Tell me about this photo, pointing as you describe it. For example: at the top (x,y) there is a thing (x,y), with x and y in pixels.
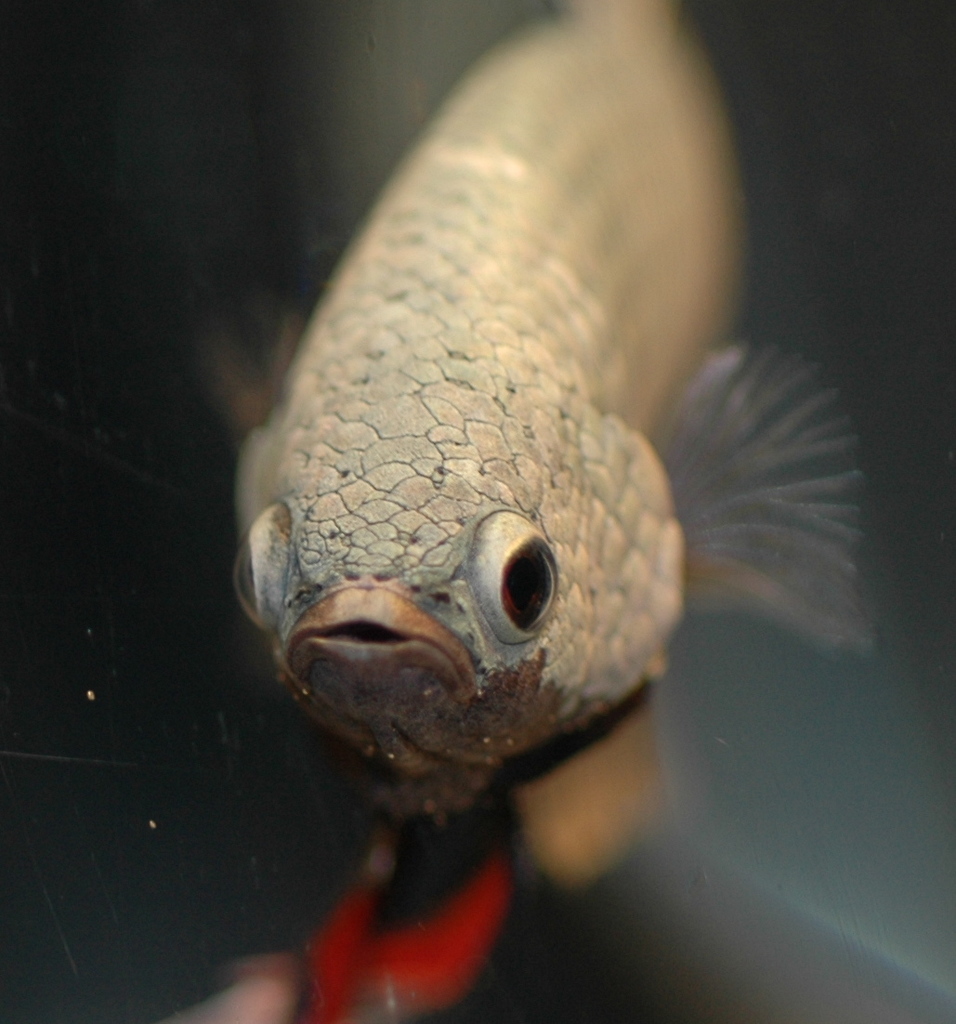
In this picture we can observe a fish (408,447) swimming in the water (398,123). This fish (427,440) is in brown color.
